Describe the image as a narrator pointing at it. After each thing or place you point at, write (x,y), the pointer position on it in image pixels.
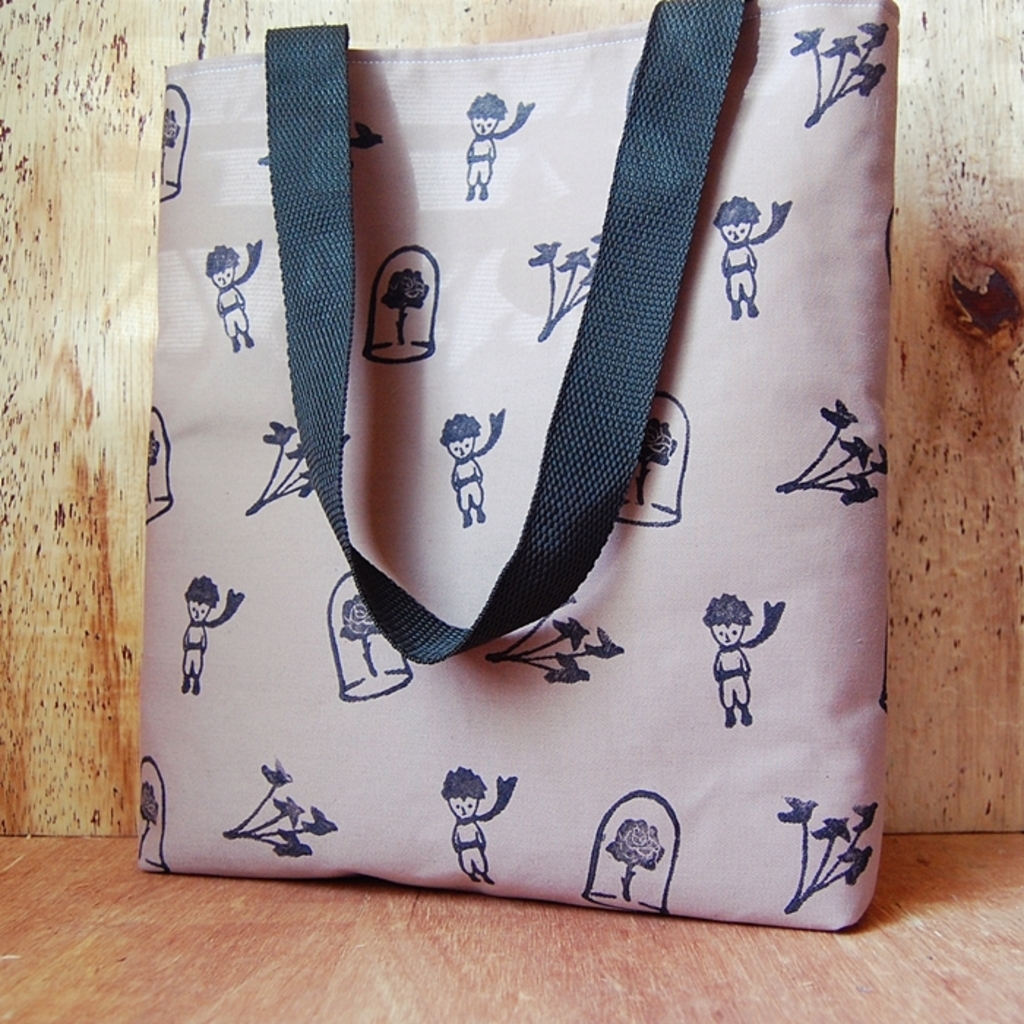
There is a bag (414,507) in the picture, placed on the floor (302,971). In the background (83,538) there is a wall (71,294).
